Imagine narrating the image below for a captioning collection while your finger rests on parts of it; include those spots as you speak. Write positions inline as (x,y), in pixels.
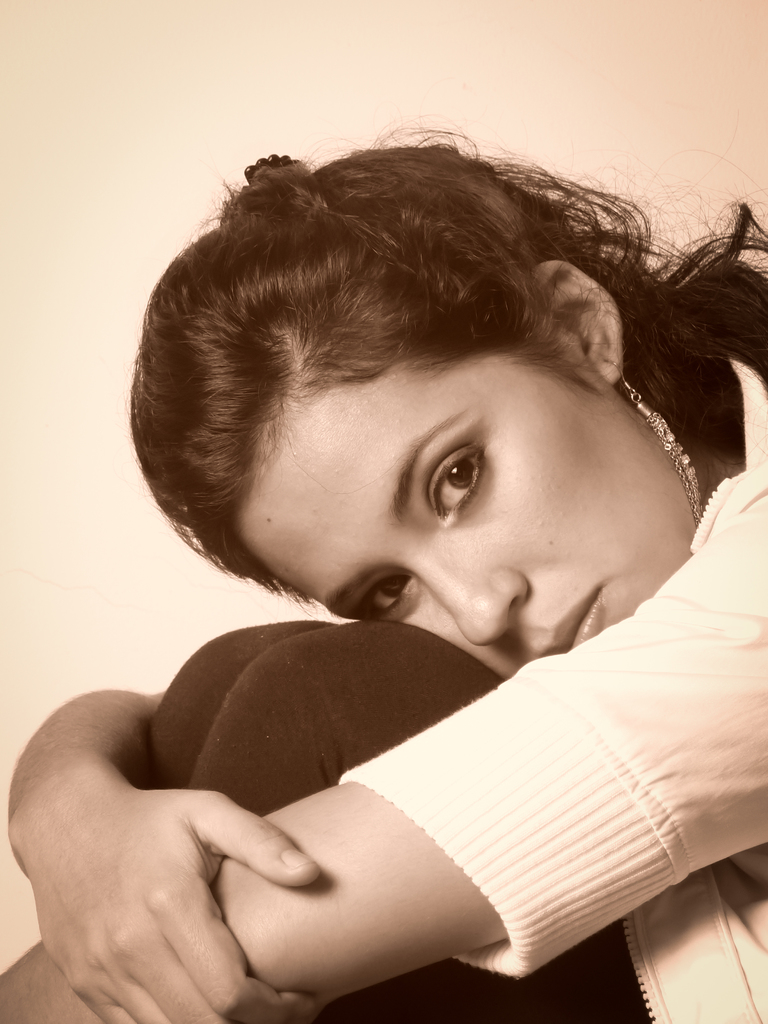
This is an edited image. In this image we can see a woman (581,751) sitting. On the backside (111,558) we can see a wall (67,560).
